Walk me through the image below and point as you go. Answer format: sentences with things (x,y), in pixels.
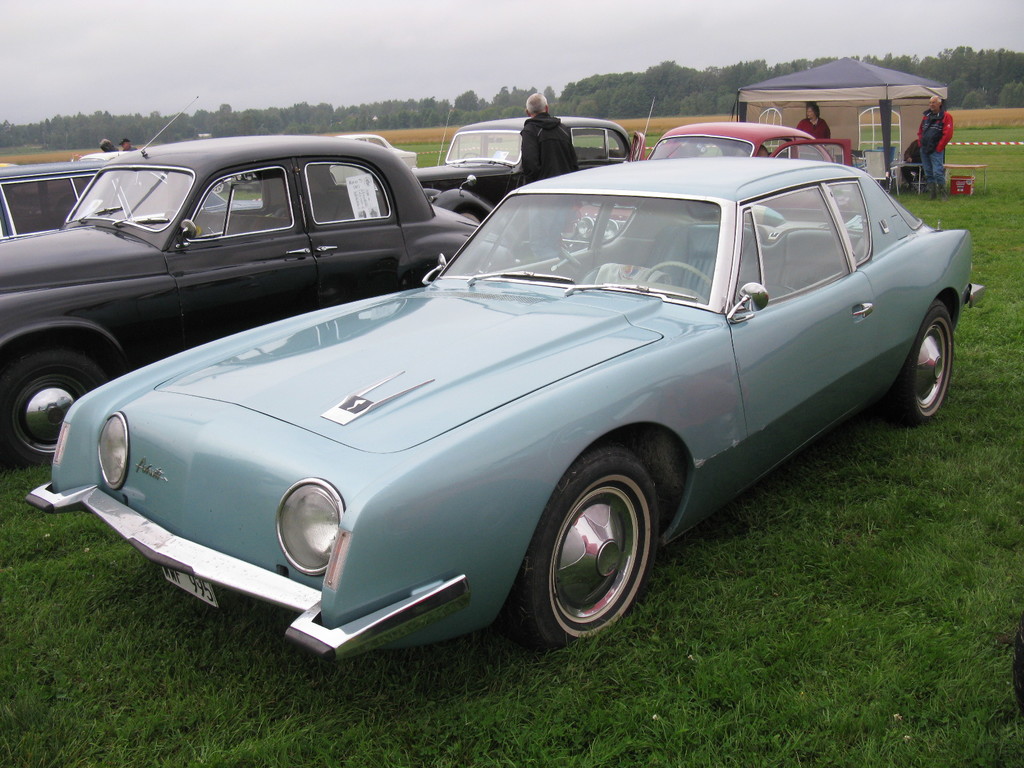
In the image there are few cars (592,264) on the ground (733,657). There is grass (852,557) on the ground (717,566). Behind the cars (585,140) there are few people (566,142) standing and also there is a tent (790,92) and there are few objects (920,183) on the ground (970,151). In the background (422,110) there are trees (58,136). At the top of the image (603,39) there is a sky (312,50).
